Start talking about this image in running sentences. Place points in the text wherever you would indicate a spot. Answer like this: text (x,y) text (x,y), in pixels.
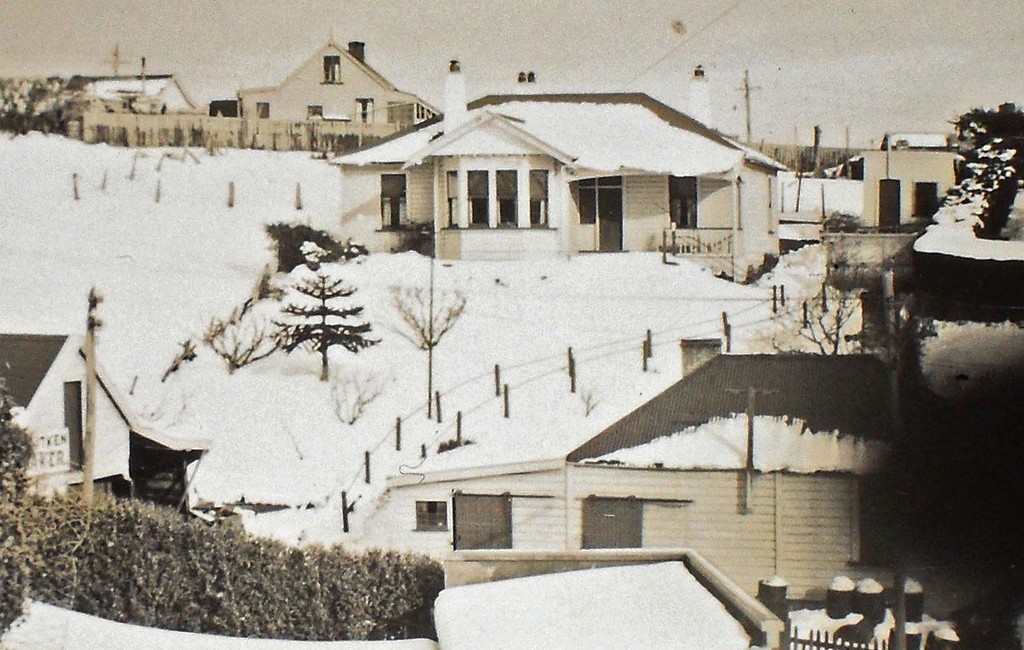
This is a black and white image, in this image the land (532,295) is covered with snow (231,254) and there are houses (73,385), trees (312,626) and poles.
